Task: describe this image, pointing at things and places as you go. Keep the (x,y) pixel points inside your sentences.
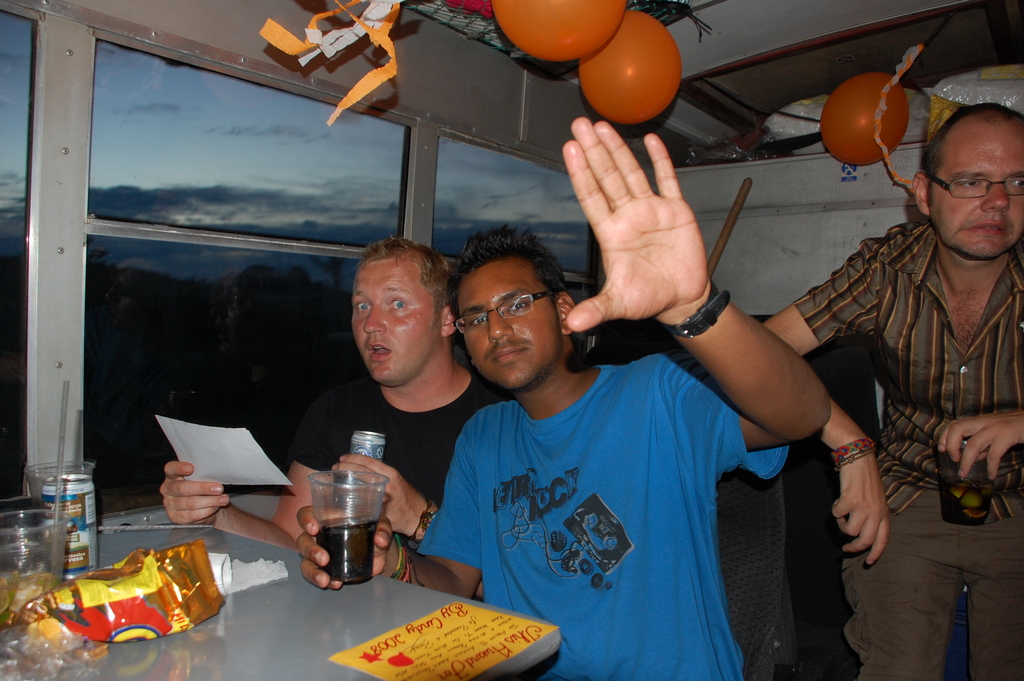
In the bottom left corner of the image (246,554) we can see a table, on the table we can see some packets (143,552) and glasses (46,551). In the middle of the image (437,360) few people (412,360) are sitting, standing and holding some glasses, tins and papers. Behind them we can see a window (21,90). Through the window (165,69) we can see some trees (324,260) and clouds (267,129) in the sky (235,121). At the top of the image (446,83) we can see ceiling (992,4), on the ceiling (1016,14) we can see some balloons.
